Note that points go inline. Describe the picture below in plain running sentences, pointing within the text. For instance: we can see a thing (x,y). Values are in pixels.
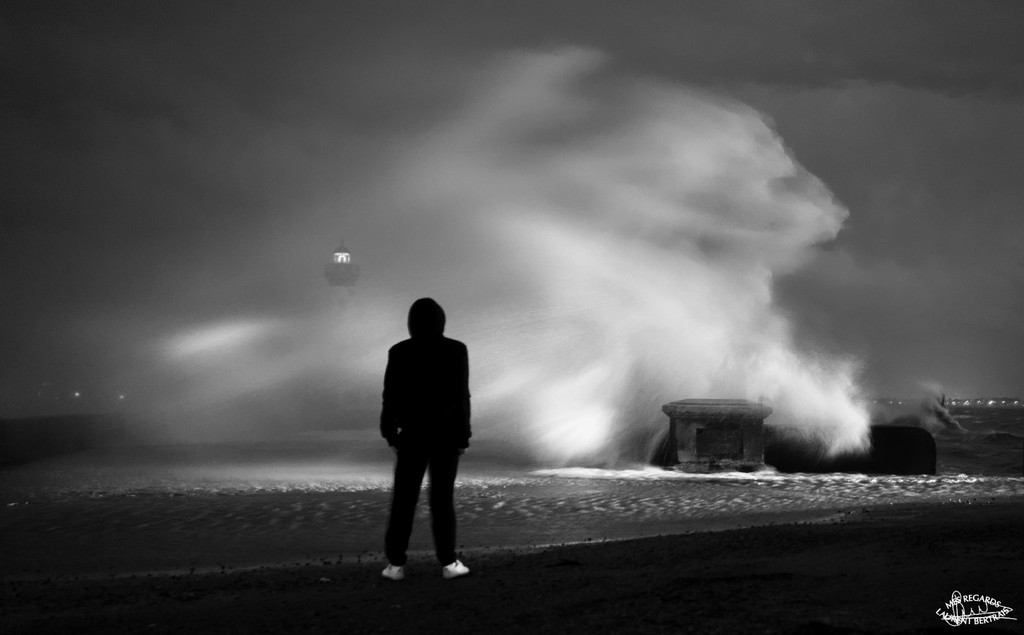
This is black and white image. On the left side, there is a person (420,338) standing on the ground (558,554). Beside him, there is an ocean (378,514). On the bottom right (958,597), there is a watermark (949,613). In the background (995,454), there is a tower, there are tides (550,414) of the ocean (641,326), there are lights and there are clouds (894,28) in the sky (842,17).
